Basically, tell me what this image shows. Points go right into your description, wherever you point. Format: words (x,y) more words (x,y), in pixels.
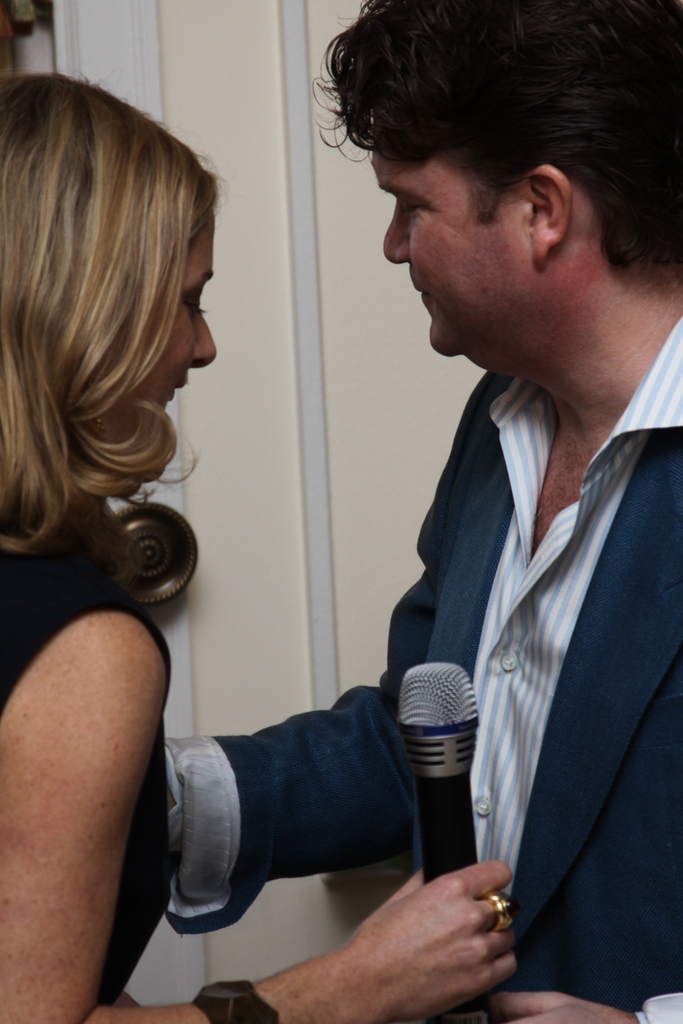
In this picture we can see a man (515,575) and a women (83,624). She is holding a mike (429,851) in her hand (451,877).
